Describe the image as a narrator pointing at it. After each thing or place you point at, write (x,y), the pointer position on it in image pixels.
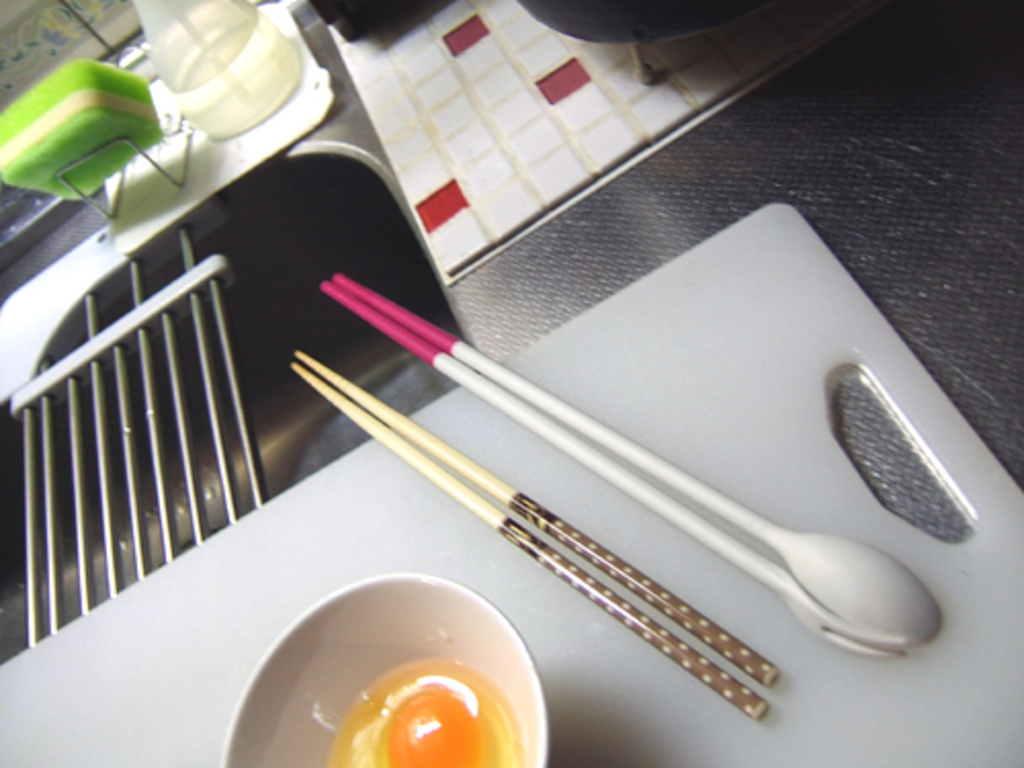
In this image i can see there is a spoon (884,622), wooden sticks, a bowl (378,646) and other objects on it.
